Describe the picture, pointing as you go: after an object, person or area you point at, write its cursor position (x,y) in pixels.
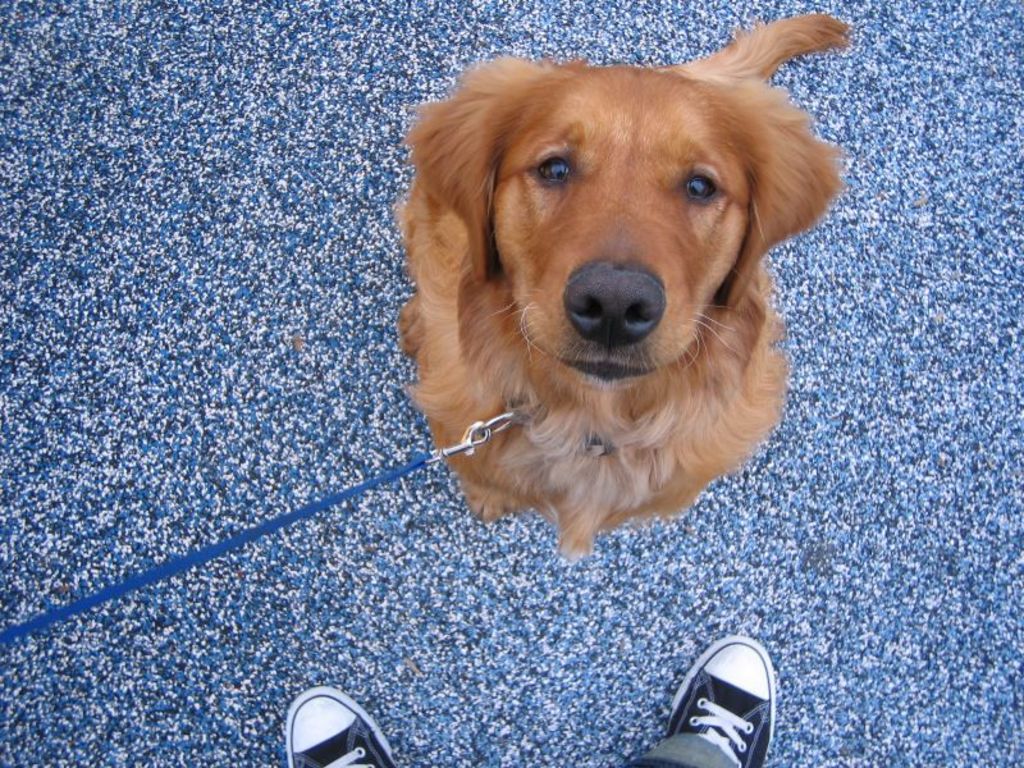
In this image there is a dog (422,352) and we can see the shoes (327,764) of a person (729,653). At the bottom of the image (458,616) there is a mat (232,338).
